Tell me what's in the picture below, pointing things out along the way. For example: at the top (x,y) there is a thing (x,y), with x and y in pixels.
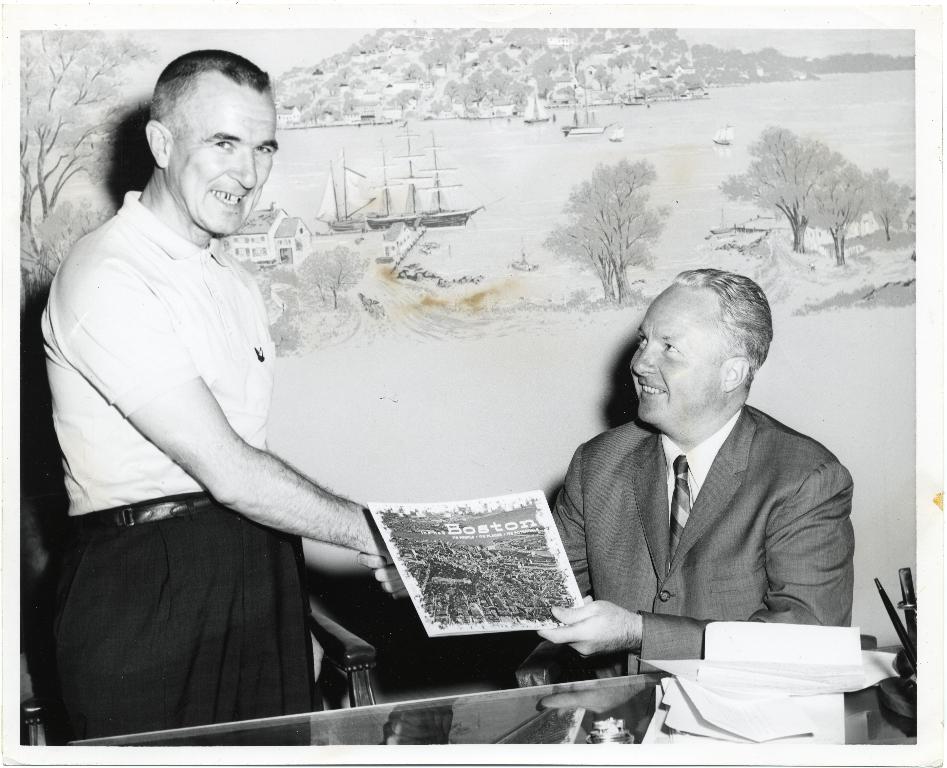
In this picture we can see a man (728,535) sitting and a man (244,481) standing here, we can see a paper (423,560) here, in the front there is a table (576,702), we can see some papers (768,718) on the table (553,692), in the background (530,427) there is a wall (524,404), we can see wall painting (546,150) here.
